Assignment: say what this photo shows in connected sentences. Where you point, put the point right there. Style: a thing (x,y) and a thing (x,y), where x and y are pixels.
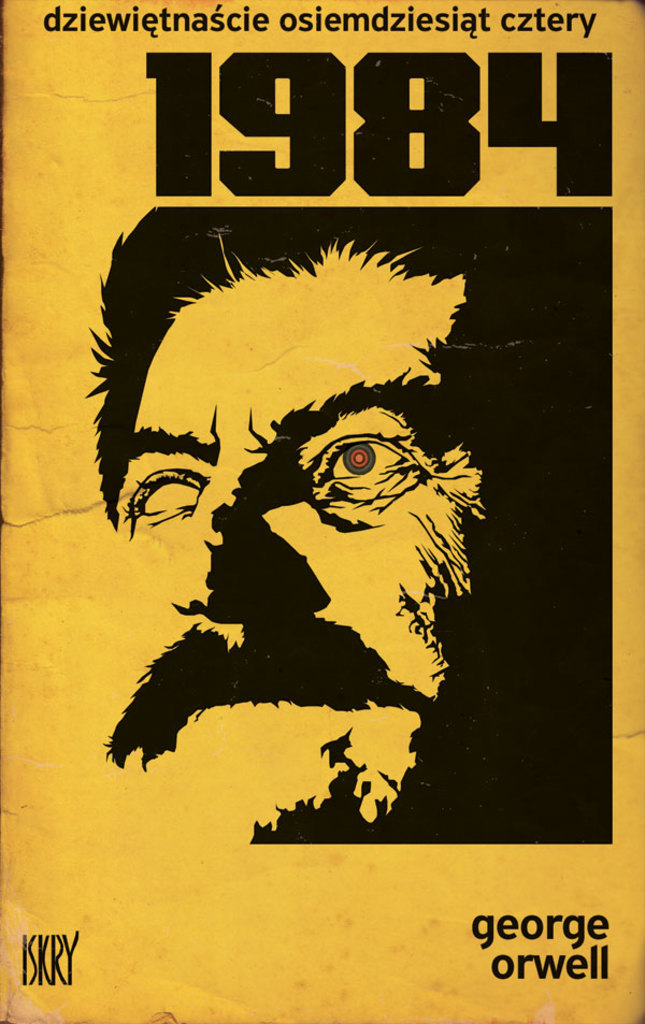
In this image I can see a person face (280,280) and something is written on it. Background (463,991) is in yellow color.
